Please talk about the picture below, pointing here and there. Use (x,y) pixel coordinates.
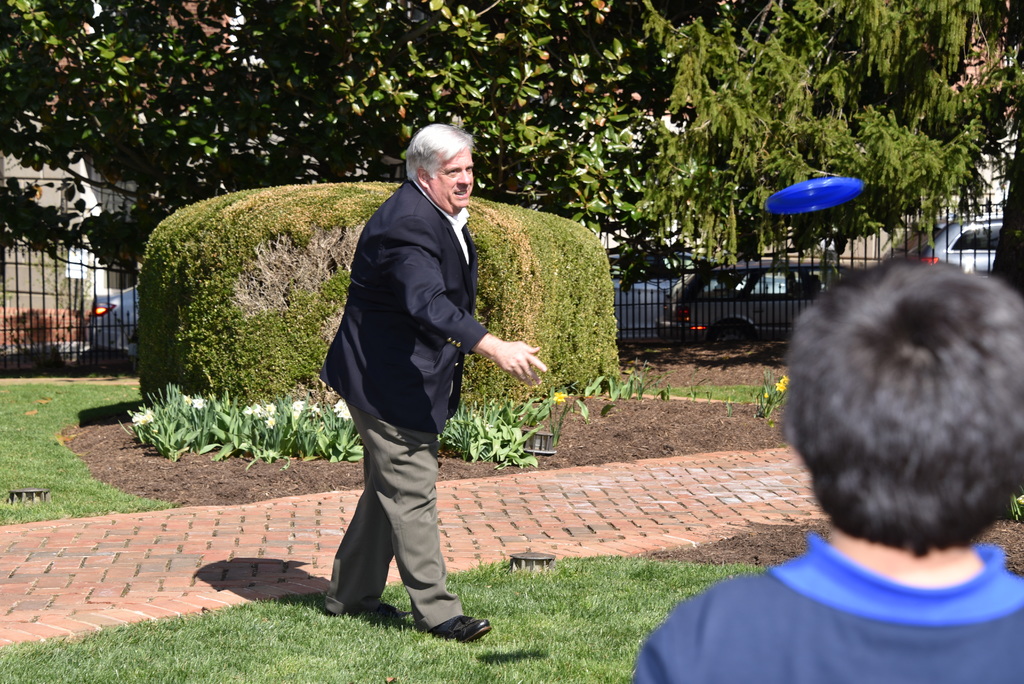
In the foreground (405,184) I can see two persons (897,606) on the ground (612,561). In the background (289,118) I can see plants (200,209), fence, disc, trees (255,137) and fleets of cars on the road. This image is taken in a park (774,426).
